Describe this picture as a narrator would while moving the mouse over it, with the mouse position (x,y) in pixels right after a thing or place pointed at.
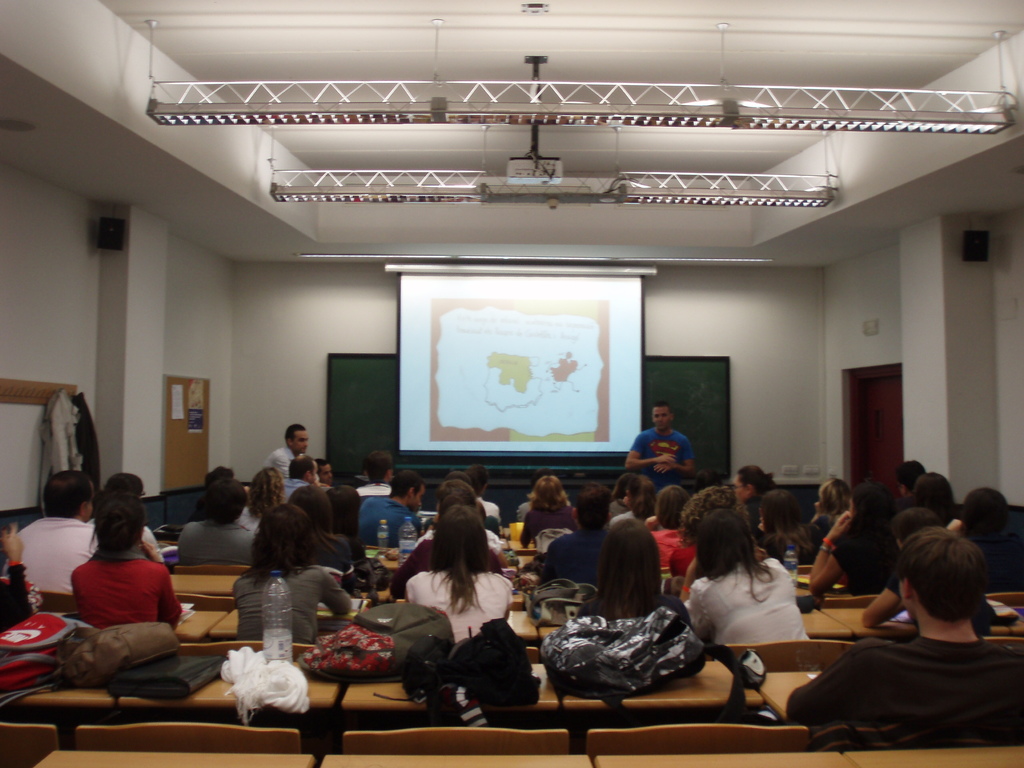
In this image there is a person (651,443) standing and delivering a lecture in front of students (289,538) sitting on chairs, behind the person (667,440) there is a projector screen (515,354), at the top of the image (509,170) there is a projector (531,162) hanging, behind the screen (555,387) there is a board (374,442).
